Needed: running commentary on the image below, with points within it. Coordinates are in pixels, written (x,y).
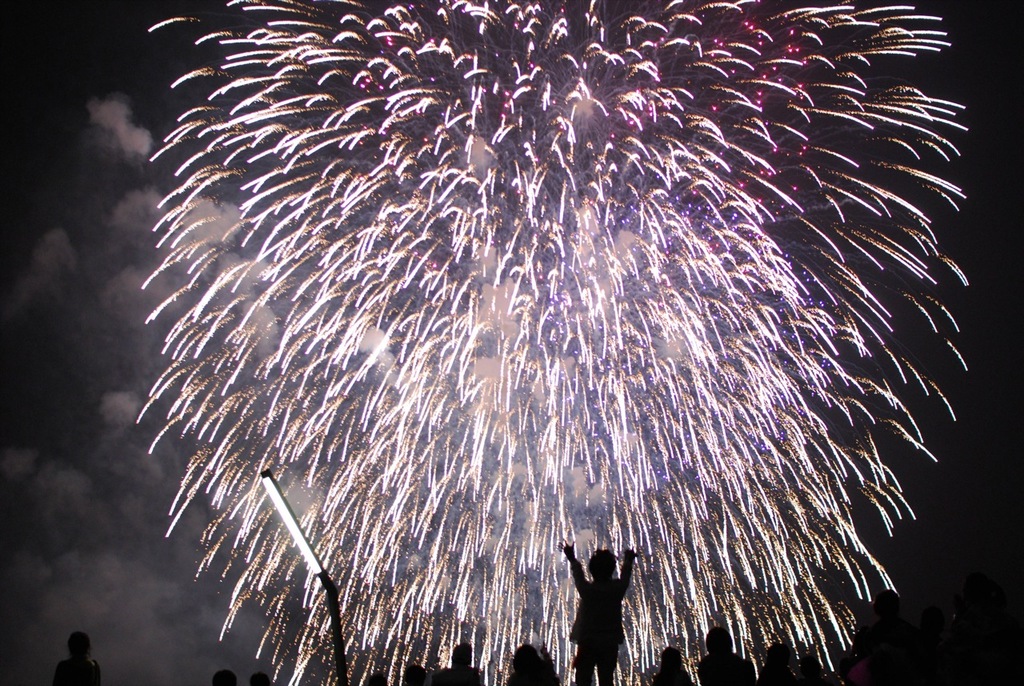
In this image I can see people (1014,685), a light (337,600), sparkles (237,122) over here and I can see this image is little bit in dark.
